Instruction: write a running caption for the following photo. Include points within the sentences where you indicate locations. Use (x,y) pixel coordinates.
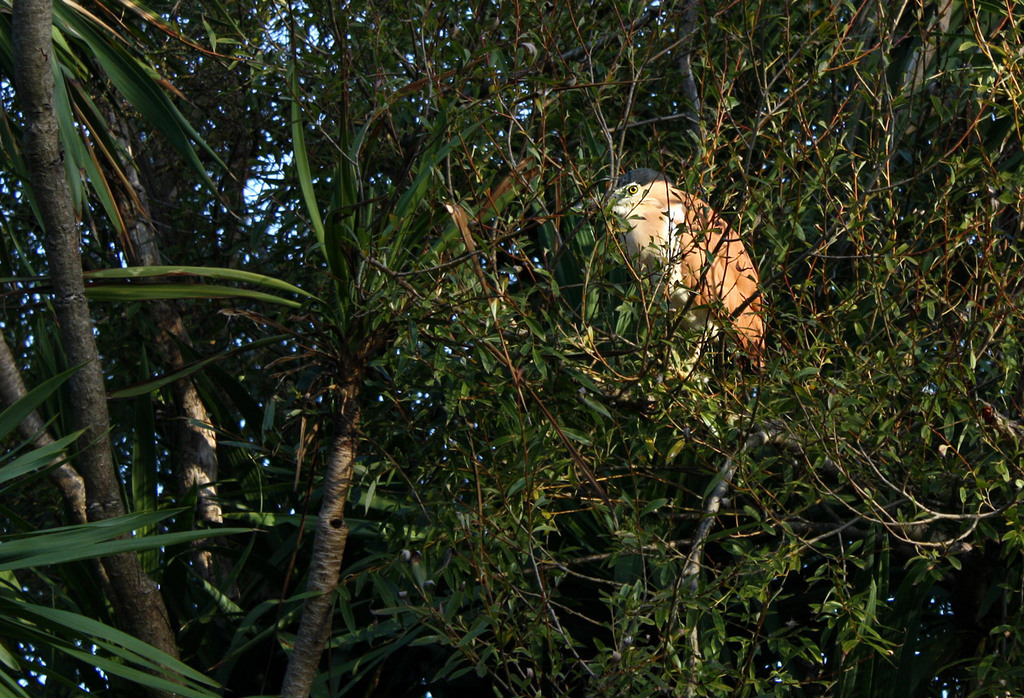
In this image there are trees (718,427), on one tree (723,327) there is a bird (658,219).
